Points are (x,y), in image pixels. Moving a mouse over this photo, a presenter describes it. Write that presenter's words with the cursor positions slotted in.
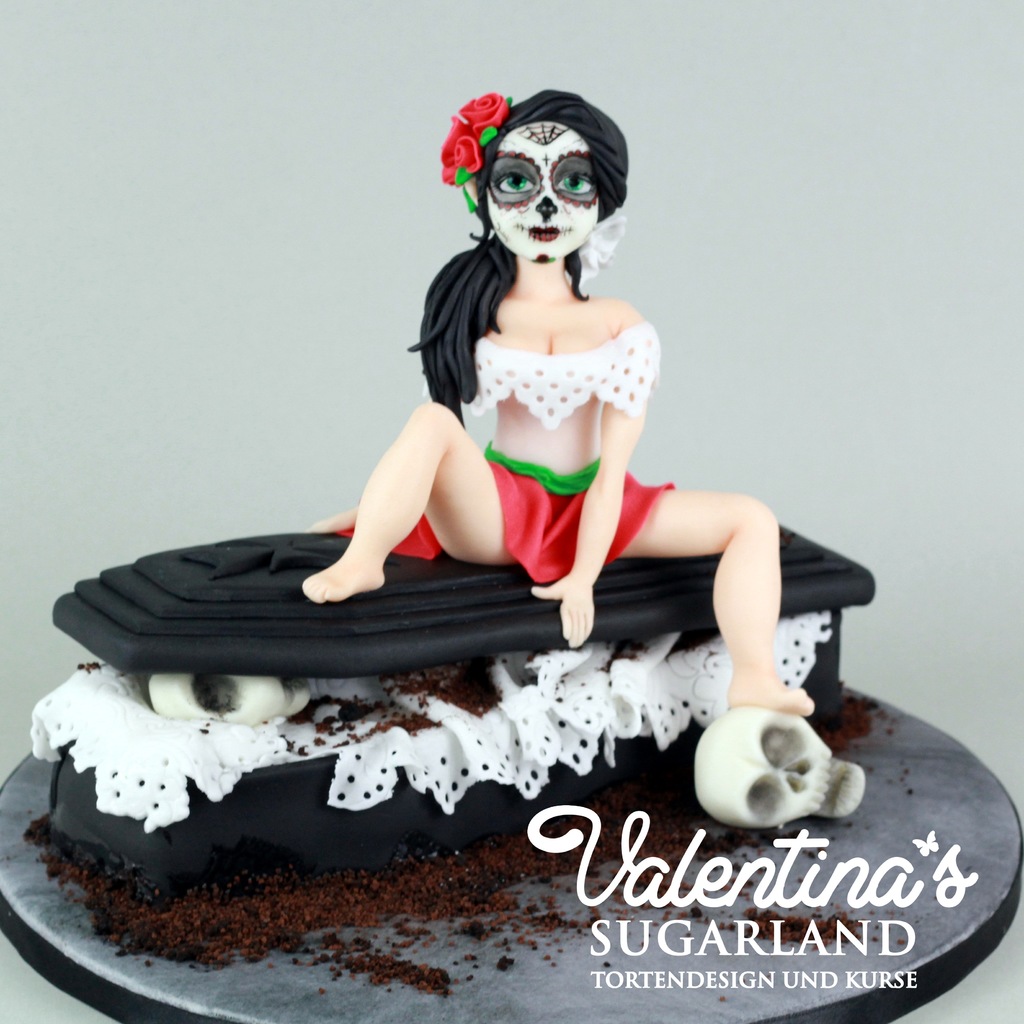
In this image I see a piece of cake (475,681) which is of white, black and brown in color and I see a girl (705,515) on top of the cake (499,590) and I see a skull (751,715) over here and I see that even these both are made of cream (477,280) and it is white in the background (106,214) and this cake (460,768) is on a black surface (11,844).
